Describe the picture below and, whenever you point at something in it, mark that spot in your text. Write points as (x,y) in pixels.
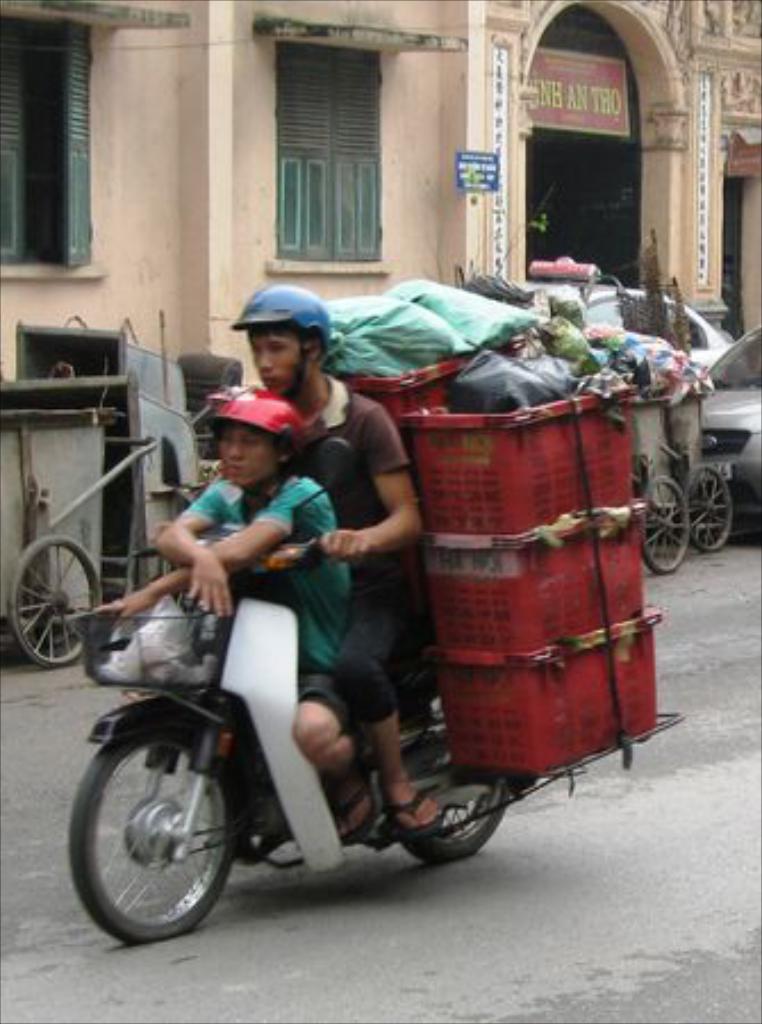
There are two men (308,465) riding on a bike (231,699) on the road (343,965) and we can also see few boxes (468,520) and some items (427,329) on the bike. In the background (197,428) there is a building (186,194), hoarding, window doors (13,176) and vehicles (92,539) on the road (439,992).
